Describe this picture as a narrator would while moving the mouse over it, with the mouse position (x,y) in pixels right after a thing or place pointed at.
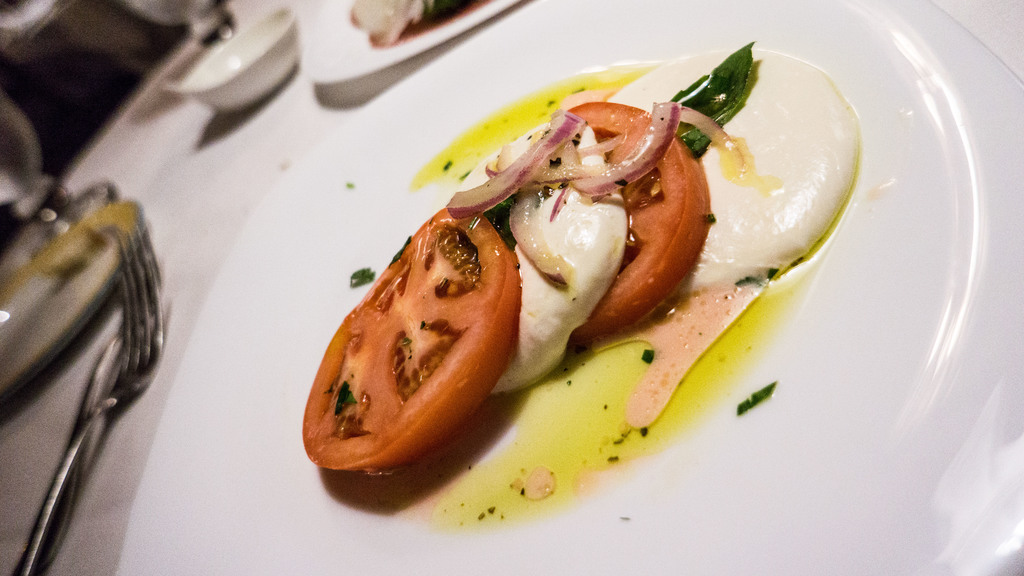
In the image we can see a table (82,517), on the table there are some plates (429,137), food (364,16), cups (215,82), fork (137,317), spoon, glass (18,148).
